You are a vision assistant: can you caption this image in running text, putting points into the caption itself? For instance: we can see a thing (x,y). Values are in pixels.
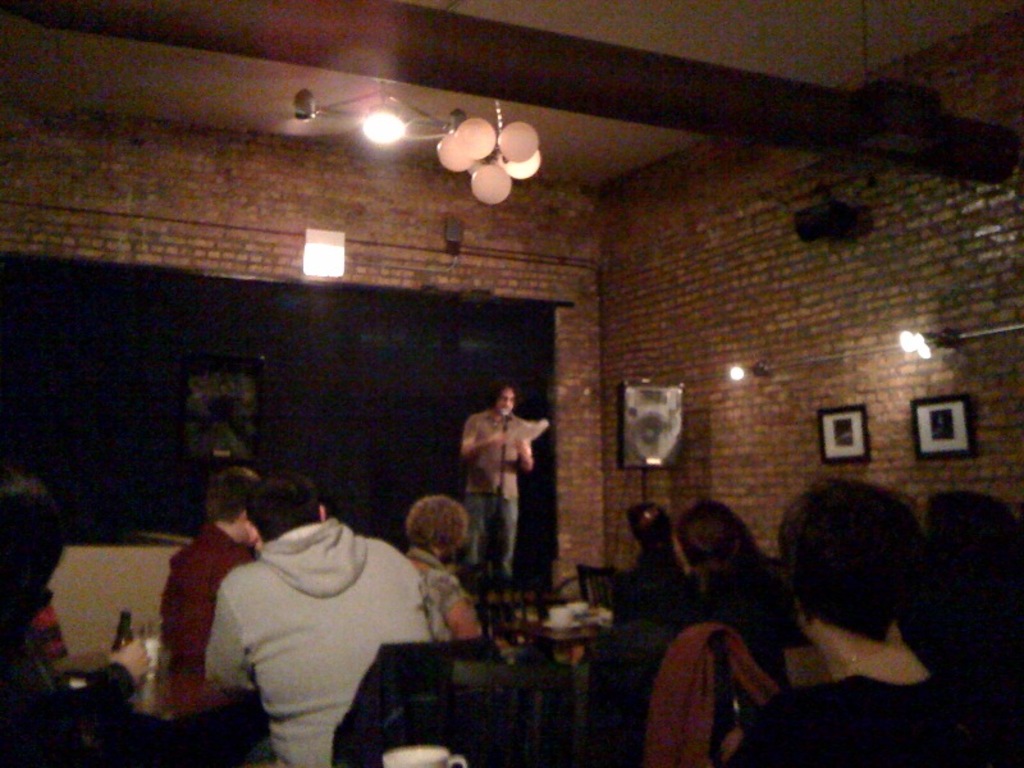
In this image in the middle (517,450), there is a man (495,424), he wears a shirt (493,456), trouser (485,529), he is holding a paper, in front of him there is a mic (501,492). At the bottom (401,633) there are many people (342,646) sitting on the chairs (464,674). On the left (296,634) there is a man (296,634), he wears a white jacket (296,662), he is sitting. In the background (310,378) there are photo frames (963,424), lights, speakers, cloth (348,383), and wall (641,283).
